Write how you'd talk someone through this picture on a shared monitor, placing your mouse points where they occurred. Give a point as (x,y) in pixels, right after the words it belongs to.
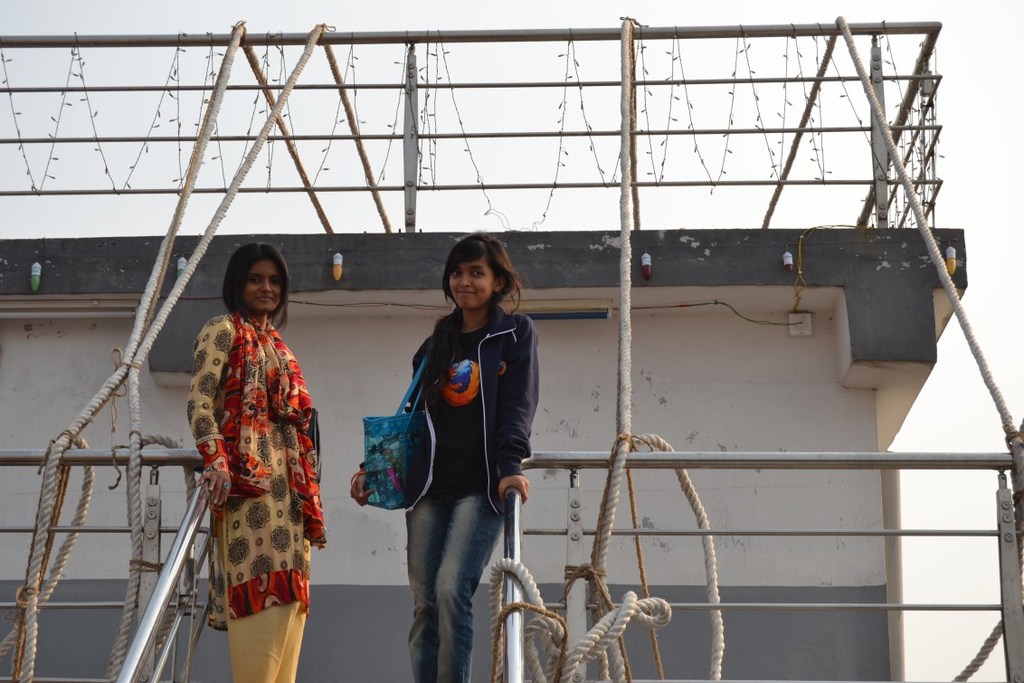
There are two women (304,449) standing and holding bags (388,456). There are railings (26,457). On the railings (572,589) there are ropes (59,456). In the back (748,406) there is a building (420,277) with railing (410,139). On the railing (53,89) there are lights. In the background (776,37) there is sky (1008,201).
